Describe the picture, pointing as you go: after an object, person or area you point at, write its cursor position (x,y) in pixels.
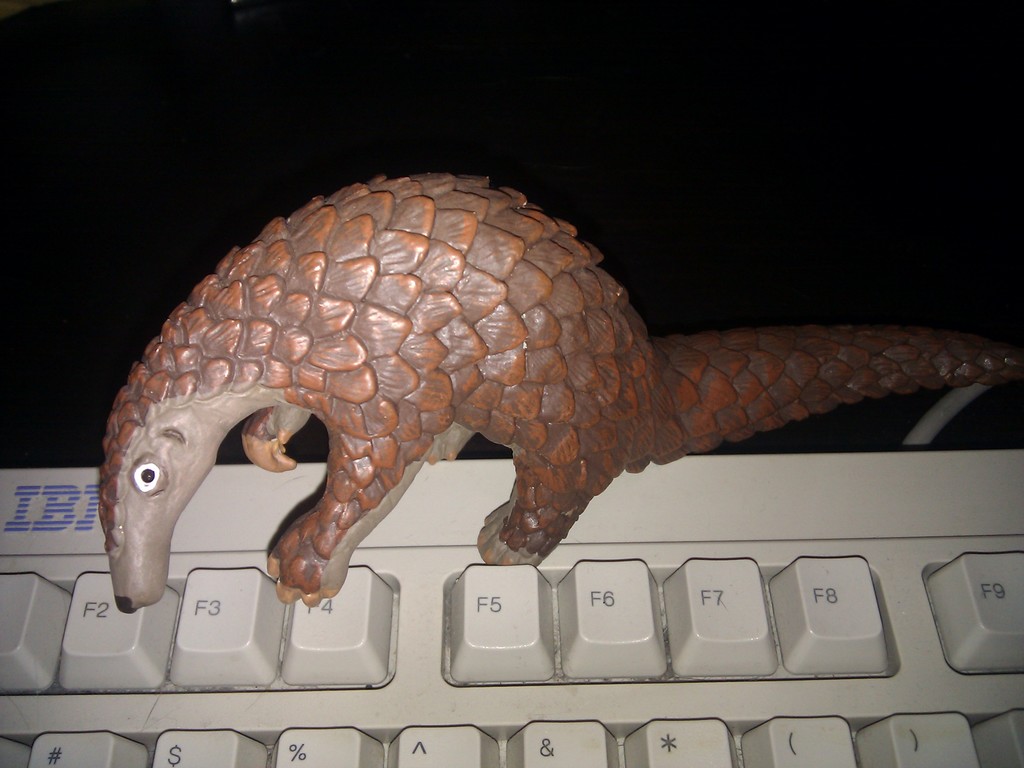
In this image I can see the toy animal (746,349) and the animal (531,507) is on the keyboard (627,511). The animal (450,267) is in brown color and I can see the dark background (605,19).
